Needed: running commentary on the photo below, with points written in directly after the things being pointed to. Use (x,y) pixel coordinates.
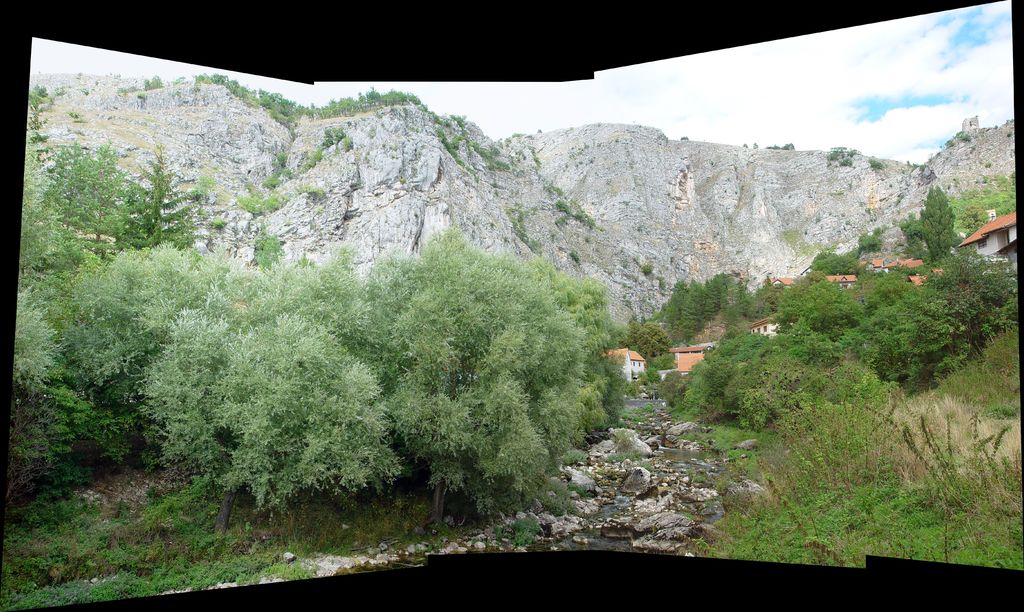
In this picture there are some trees (490,383) and buildings (758,327). We can observe some stones (649,486). In the background (712,191) there is a hill (328,165) and a sky (659,113) with some clouds (604,92).
